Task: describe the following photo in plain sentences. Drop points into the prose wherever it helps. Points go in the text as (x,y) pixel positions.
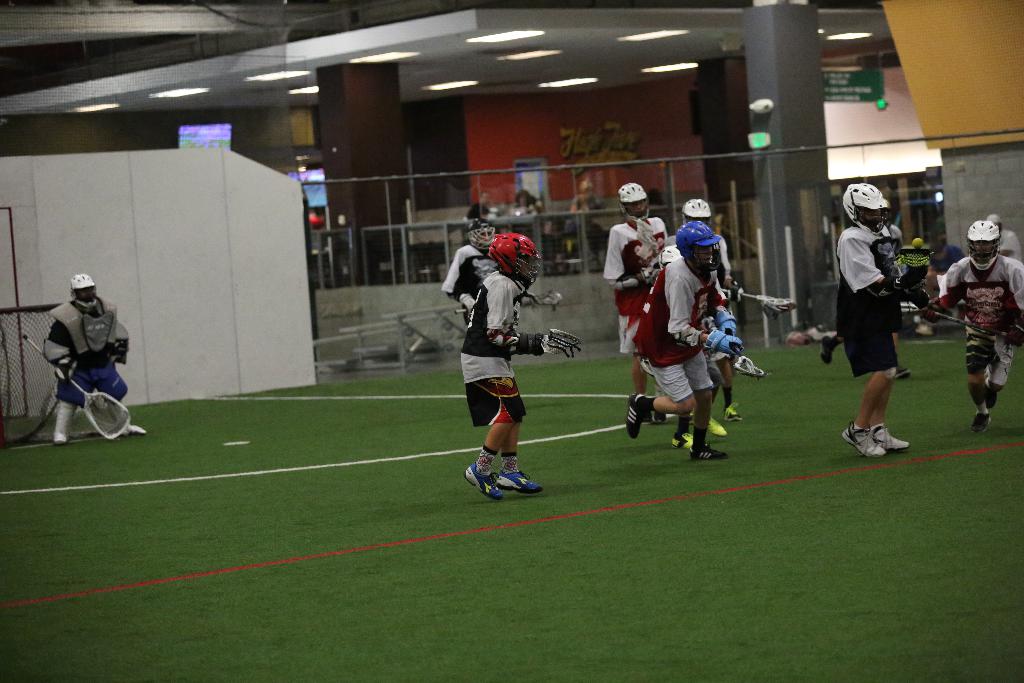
In this image we can see a group of people (64,332) playing a game in which few of them are holding some sticks (107,399), there is the goal post (39,382), a fence (668,222), and a few people (522,201) sitting around the tables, few stone pillars (350,168), a wall (473,100), some lights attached to the roof (436,87).
